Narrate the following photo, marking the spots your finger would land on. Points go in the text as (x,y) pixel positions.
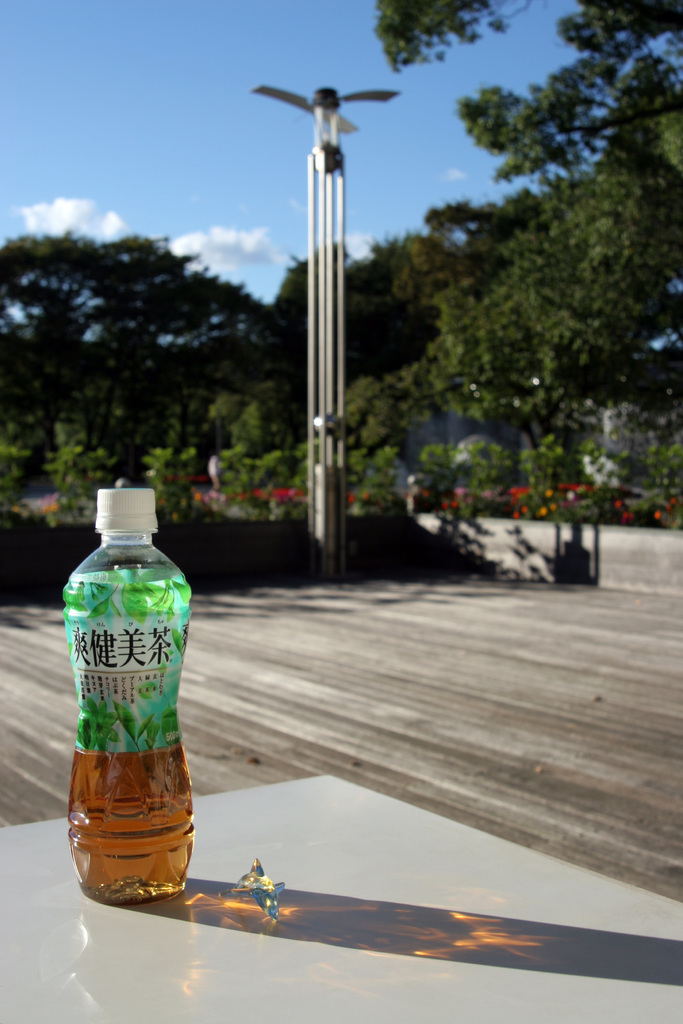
In this picture we can see a bottle (73,789) with drink (139,802) in it placed on table (382,839) and in background (323,704) we can see path (458,587), pole (311,428), trees (292,285), sky (207,198) with clouds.
